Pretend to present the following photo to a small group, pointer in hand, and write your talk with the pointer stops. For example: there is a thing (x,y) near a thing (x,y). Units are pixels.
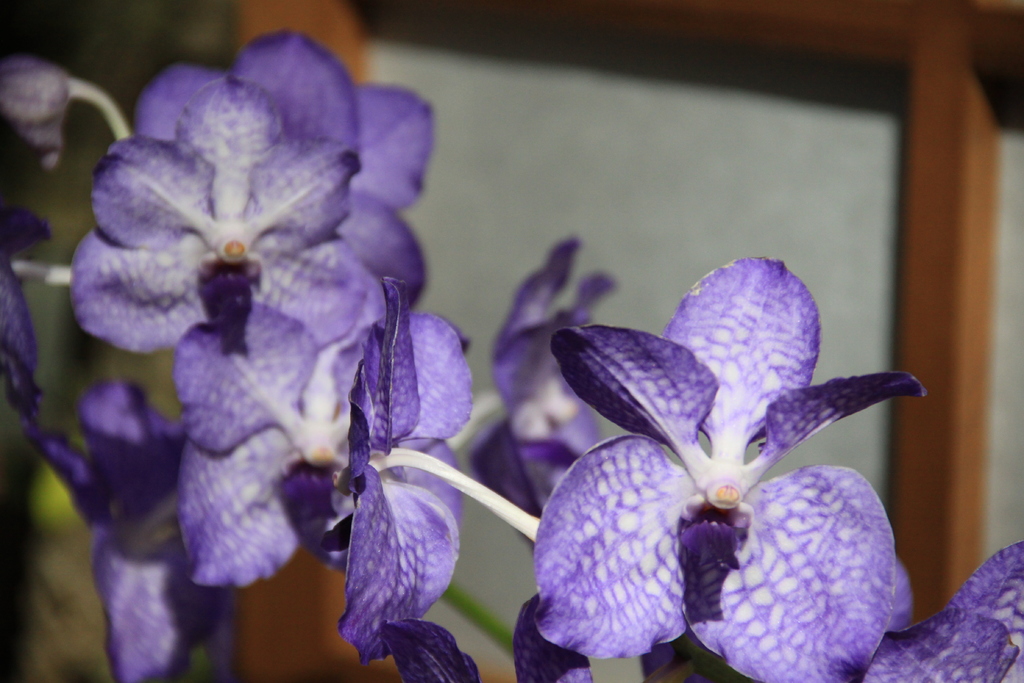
In the image there are purple flowers (684,352) and the background of the flowers (738,287) is blur.
